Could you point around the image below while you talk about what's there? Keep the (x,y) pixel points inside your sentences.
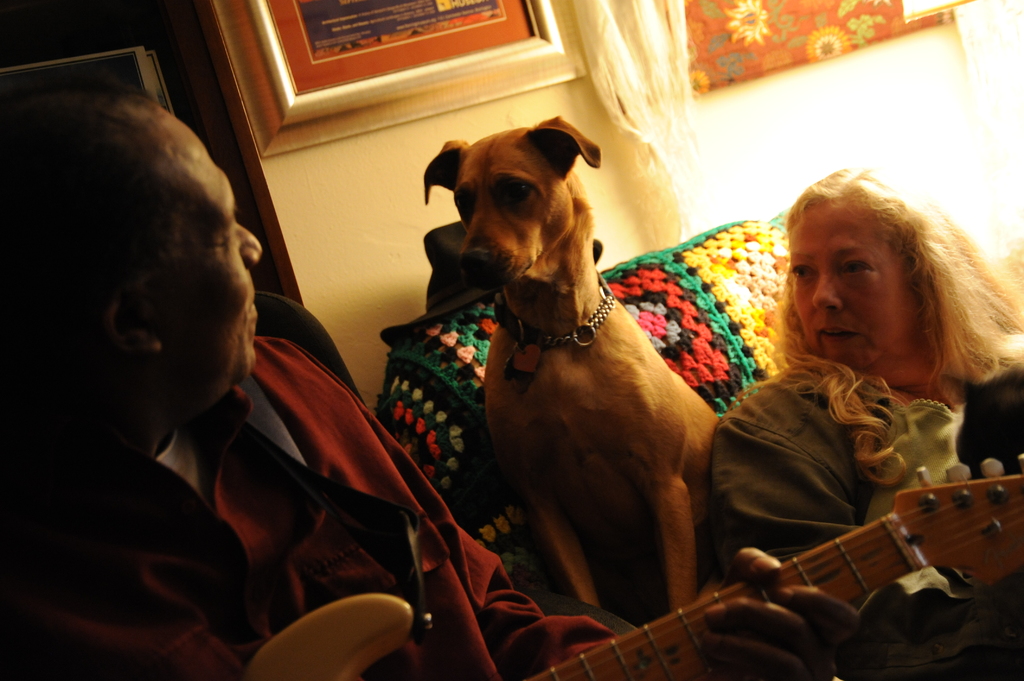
image right side (930,457) women (924,433) is sat on the sofa (781,352) and left side (289,370) man (433,517) is sat on the chair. And he is playing a musical instrument (634,659). In the middle of the image (601,416), there is a dog (568,385). Behind the dog (521,310), there is a hat (462,293). Background (377,66), we can see wooden door (214,118) and photo frame (396,71), curtain (632,60) and here clothing (808,46).
